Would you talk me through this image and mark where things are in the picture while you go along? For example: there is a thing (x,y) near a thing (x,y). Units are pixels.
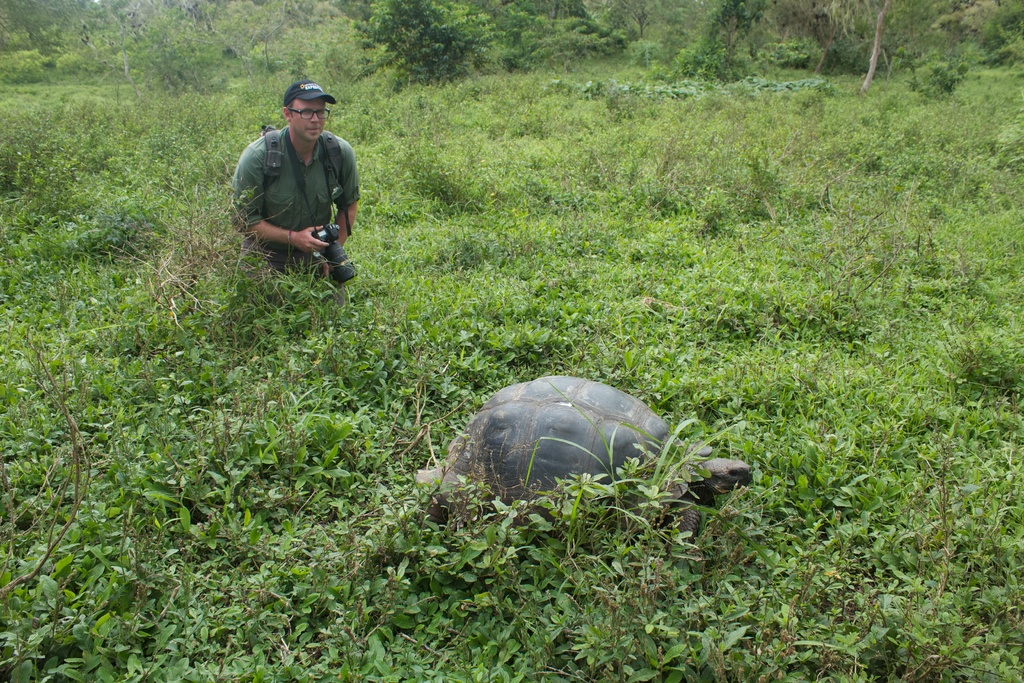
In this picture we can see a tortoise (694,476). There is a person (282,225) holding a camera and kneeling. There are few plants (85,122) and trees (601,15) in the background (828,29).
